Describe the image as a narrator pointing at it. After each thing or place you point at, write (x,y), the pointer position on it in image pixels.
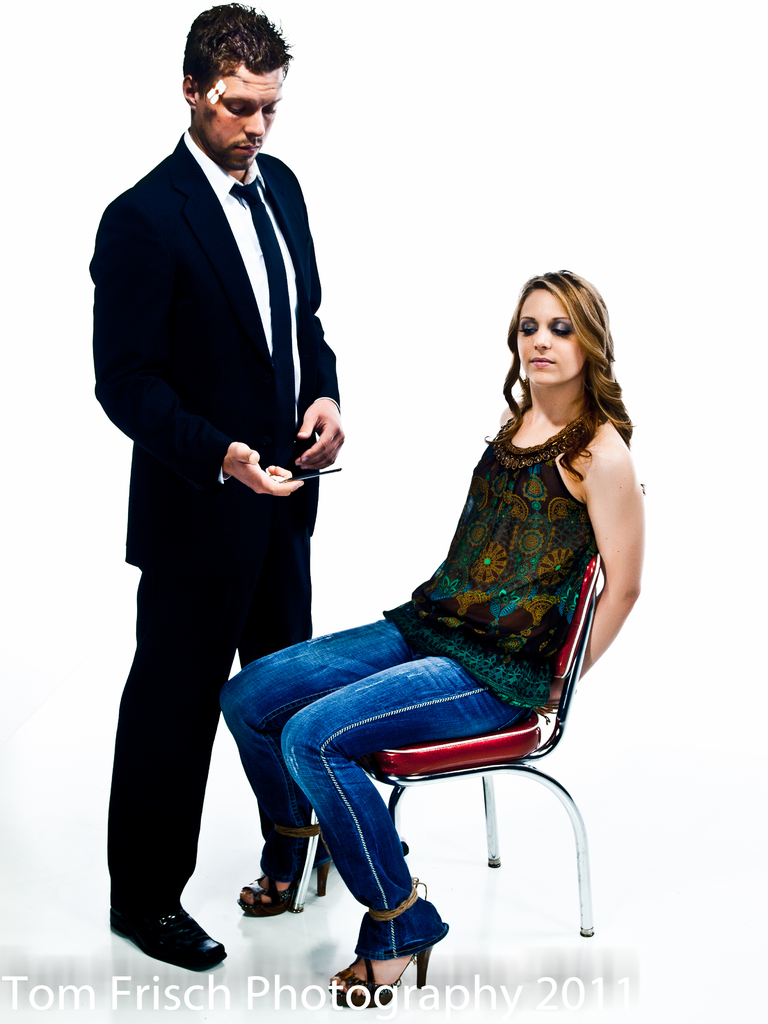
In this image I can see a man (181,332) wearing suit (210,392) and standing. In front of him there is a woman (510,587) sitting on the chair (449,749). Both are looking at downwards.
